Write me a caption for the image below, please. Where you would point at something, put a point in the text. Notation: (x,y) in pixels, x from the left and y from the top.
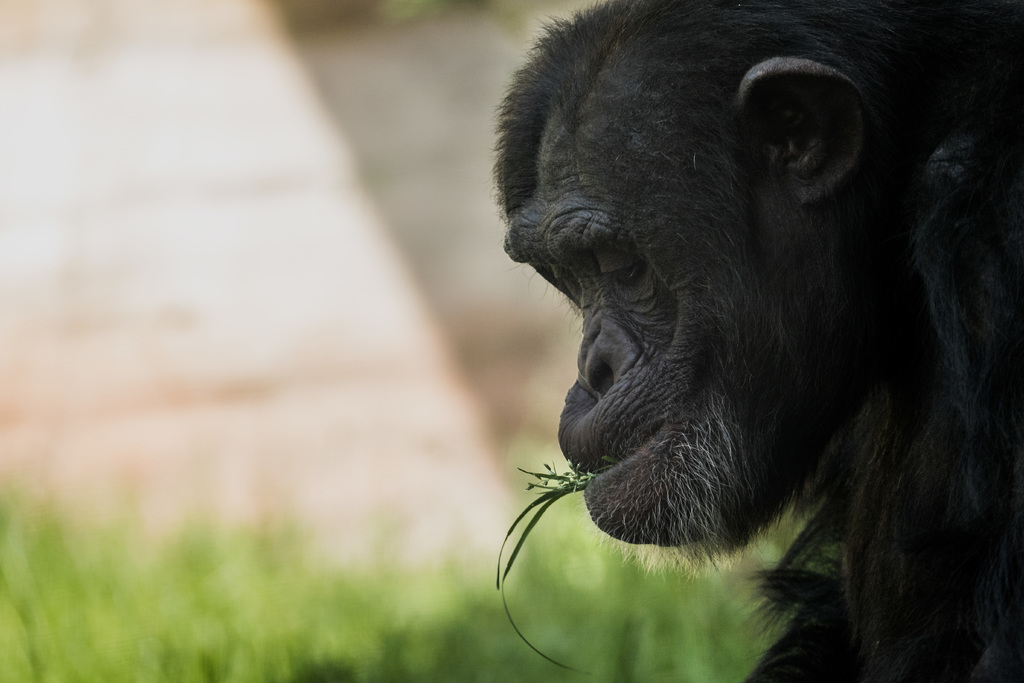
In the picture we can see a monkey (894,268) which is black in color and in its mouth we can see some grass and behind it, we can see a grass surface (345,576) which is not clearly visible.
